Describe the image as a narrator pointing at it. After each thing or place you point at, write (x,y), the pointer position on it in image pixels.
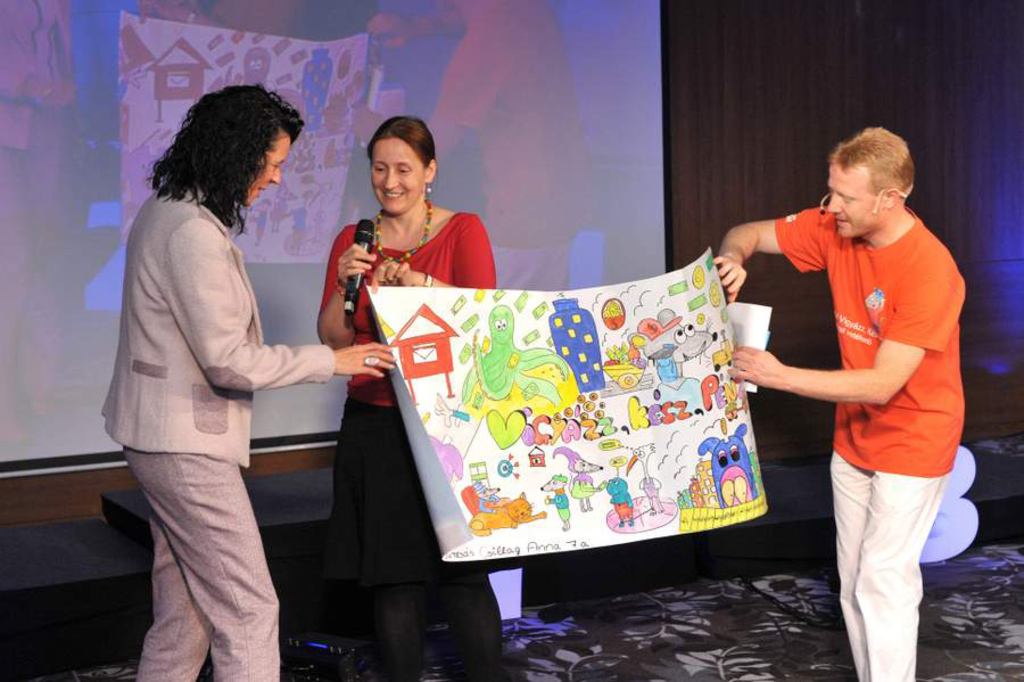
In this image there are two persons (243,331) standing on the stage (599,605) by holding the chart (473,450). In the chart (503,439) there are drawings (575,424). Behind the chart (486,329) there is a woman (437,249) who is standing on the stage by holding the mic (358,243). In the background (423,75) there is a screen (444,70). Beside the screen (572,47) there are curtains (729,73).
